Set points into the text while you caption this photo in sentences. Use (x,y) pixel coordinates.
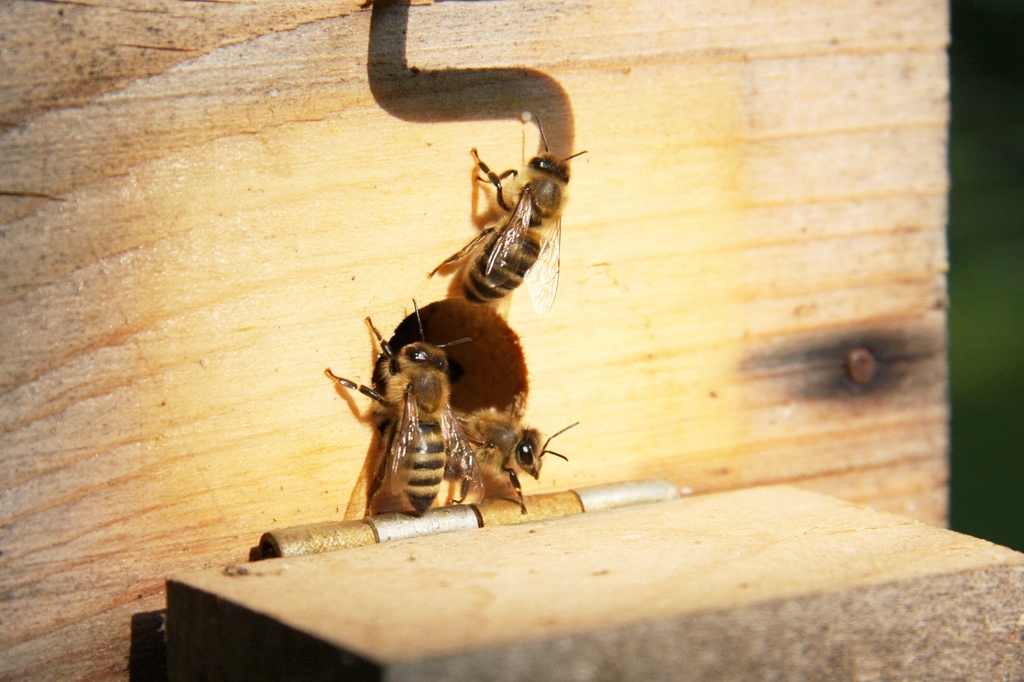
In the picture we can see a wooden plank (872,504) on it we can see three bees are climbing and near it we can see a wooden flap (401,552).
